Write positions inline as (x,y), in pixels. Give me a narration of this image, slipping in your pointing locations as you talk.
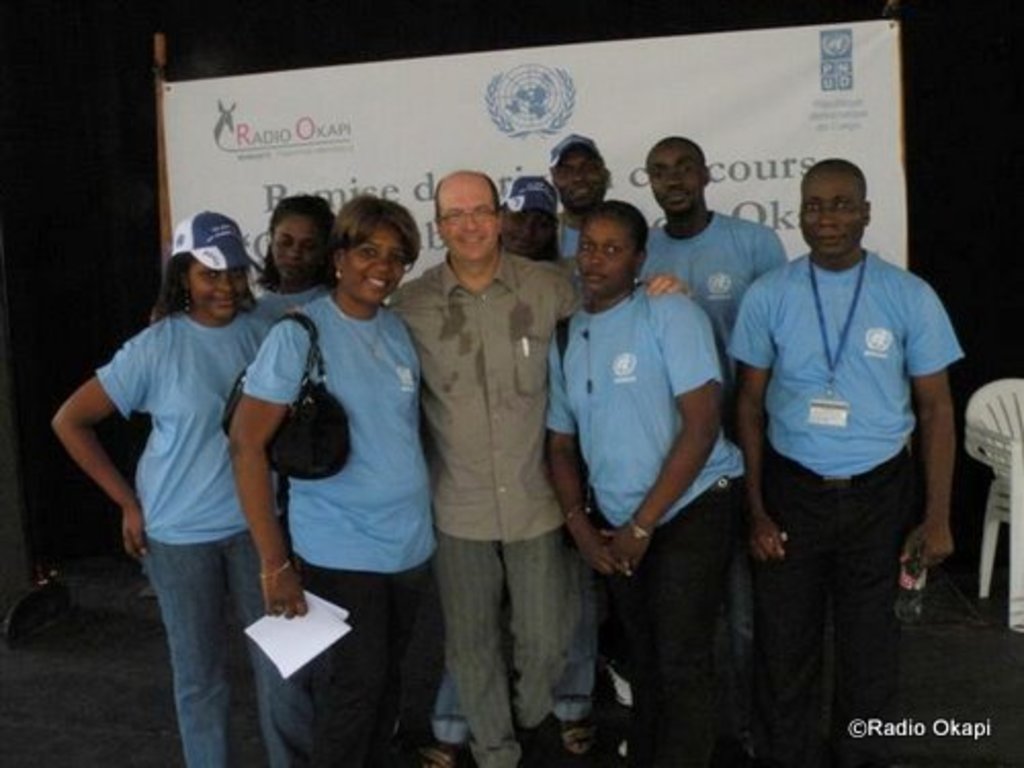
In this image we can see a few people (699,196) standing, there are a few chairs (1017,436), in the background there is a written text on the board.
